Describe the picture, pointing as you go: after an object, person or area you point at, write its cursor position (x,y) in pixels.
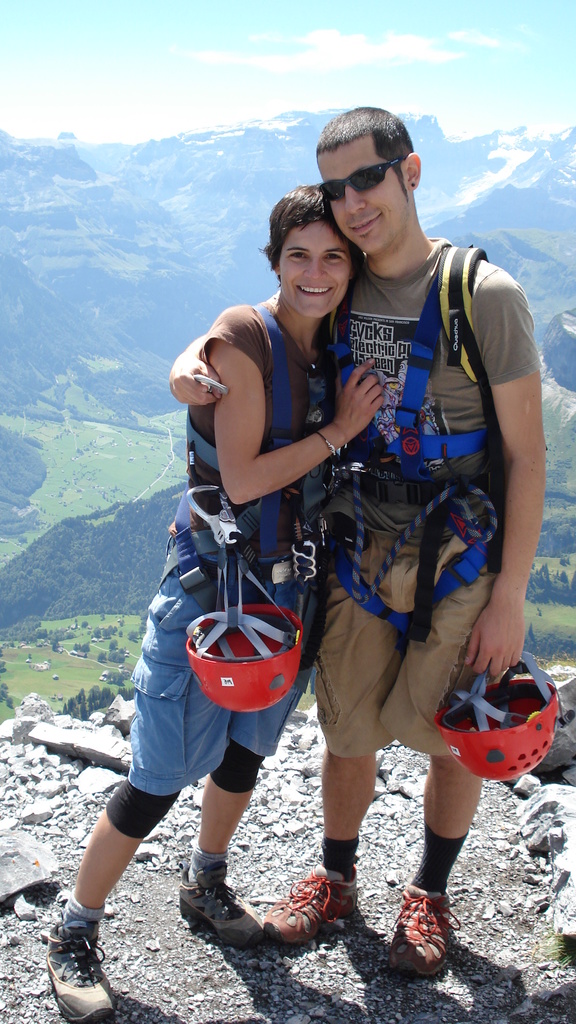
These two persons (275,489) are standing side by side and giving stills. These people (421,457) are smiling, wore goggle (358,180) and holding a helmets (470,734). Far there are mountains (199,162). At the bottom (36,687) there are trees (28,630) and grass (62,676).
